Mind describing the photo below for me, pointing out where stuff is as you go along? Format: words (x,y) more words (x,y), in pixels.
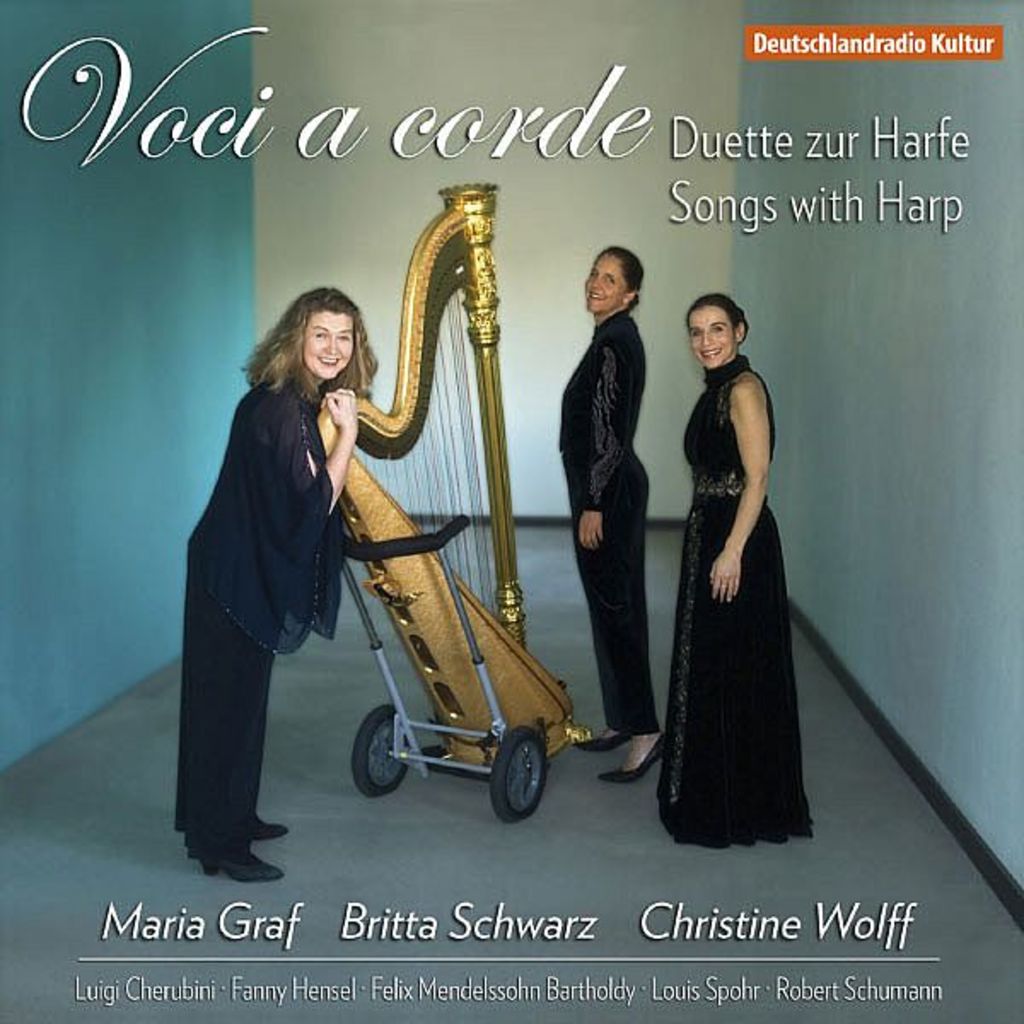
In the center of the image (485,462), we can see a musical instrument (419,482) on the trolley (509,761) and there are some people (207,629). In the background (279,161), there is a wall (110,423) and we can see some text (408,921).
